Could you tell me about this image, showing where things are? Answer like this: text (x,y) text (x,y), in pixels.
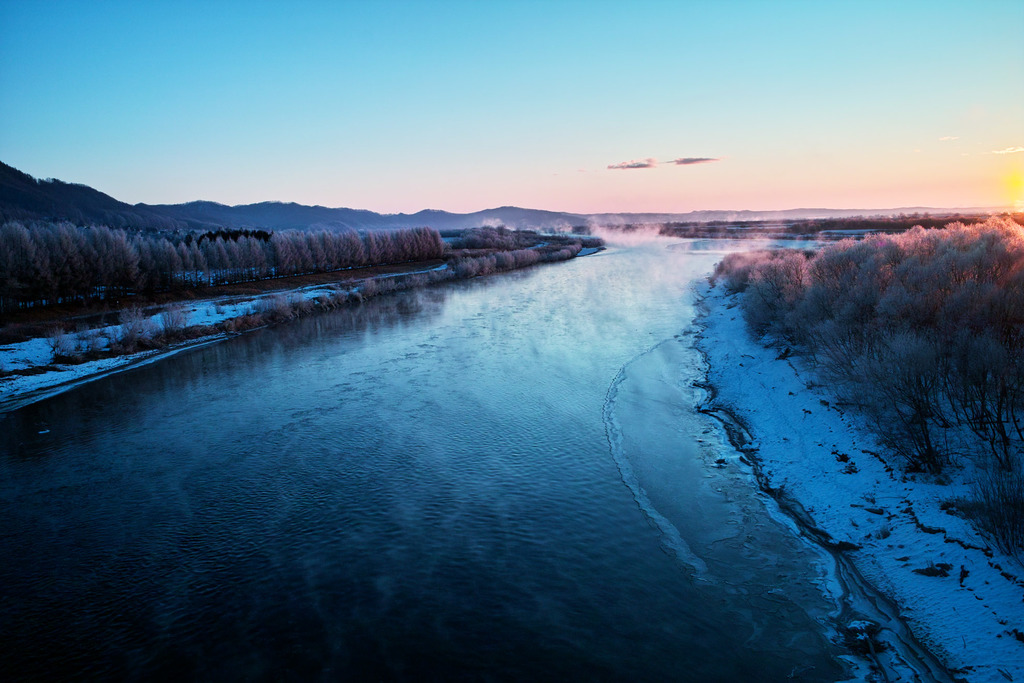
In the image there is a river (211,623) and on the either side of the river (212,592), the land (733,424) is covered with snow (1016,625) and beside the snow (857,449) there are many trees (887,418).
